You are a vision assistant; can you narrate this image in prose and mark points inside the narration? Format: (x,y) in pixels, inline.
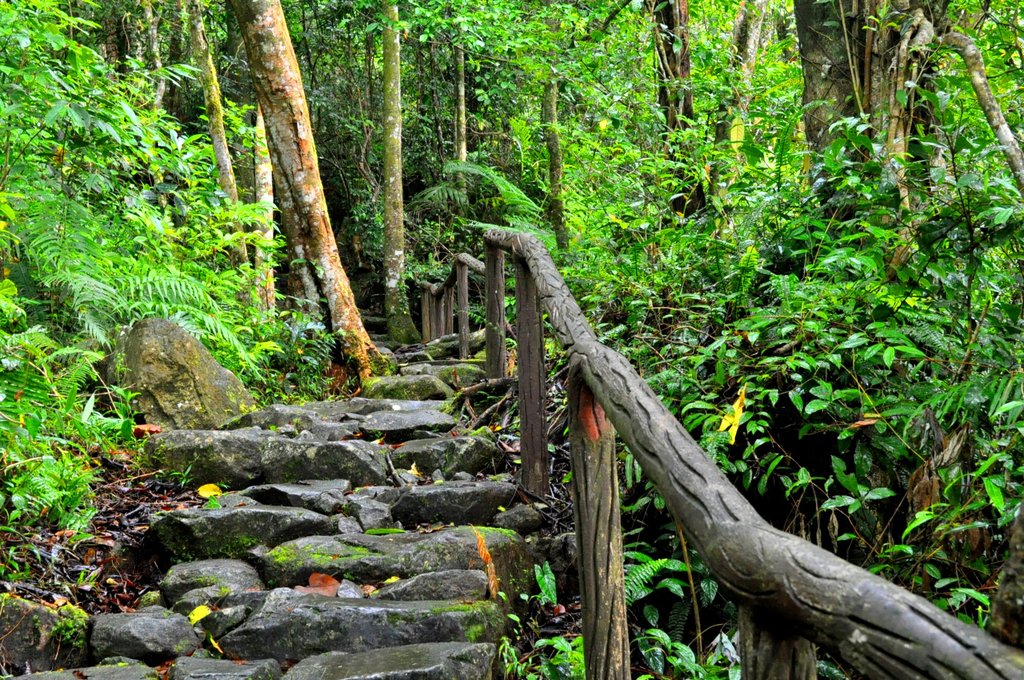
We can see stones (250,470), wooden fence (692,517), plants (629,475) and trees (594,13).
